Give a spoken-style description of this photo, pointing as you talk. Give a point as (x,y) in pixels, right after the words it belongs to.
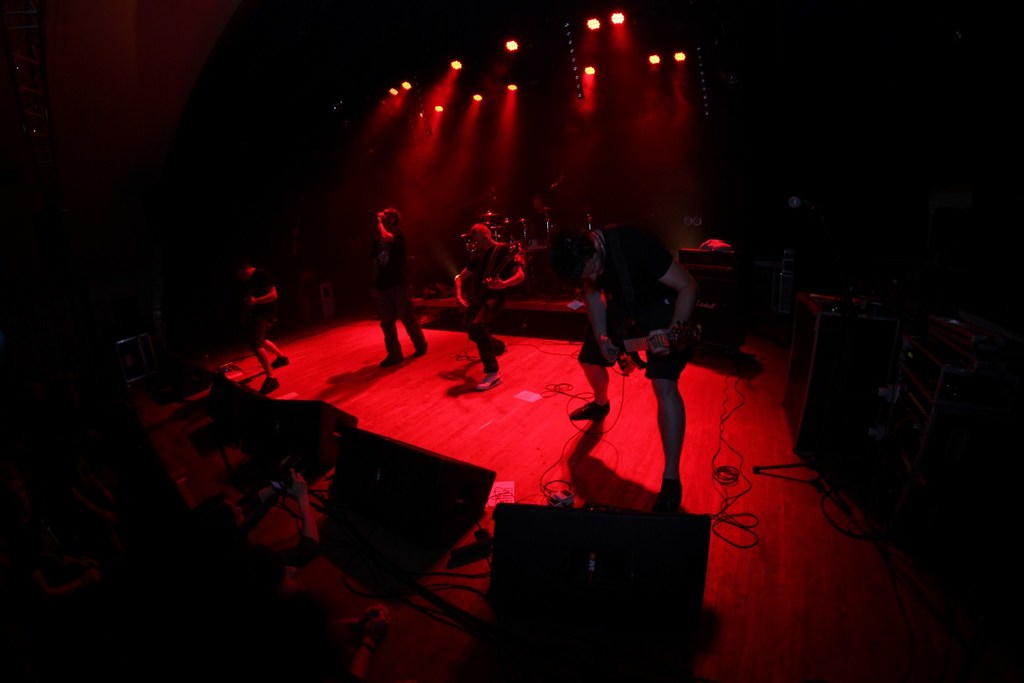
In this picture we can see some people (491,261) playing guitars (674,345) on stage (456,396), speakers (320,401), wires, drums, lights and in the background (227,210) it is dark.
